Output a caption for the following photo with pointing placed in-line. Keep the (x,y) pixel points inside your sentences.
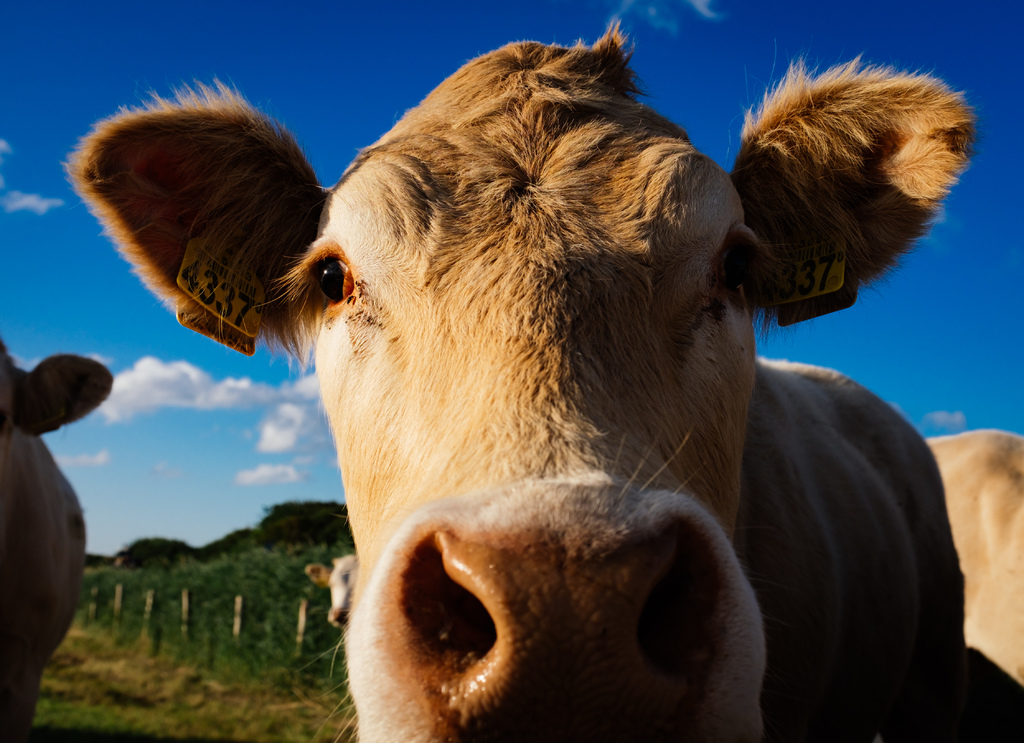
In this picture we can see cows (383,468) and behind the cows (583,342) there are trees (190,565) and a sky (172,456).
